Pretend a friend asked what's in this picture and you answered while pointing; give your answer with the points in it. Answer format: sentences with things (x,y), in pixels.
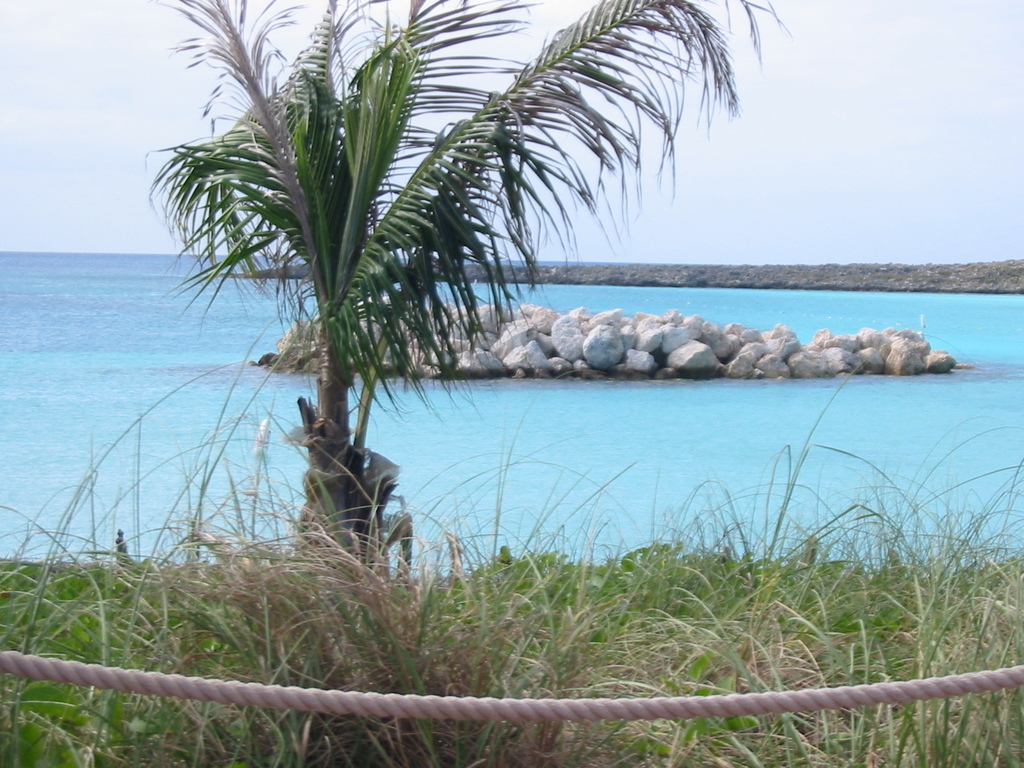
In this picture there is a small Palm plant (356,313) in the front (307,615) with grass (343,643) and white color rope (244,703). Behind there is a blue sea water (502,424) and small stones (600,321). In the backgrounds there are some stones (624,269).
